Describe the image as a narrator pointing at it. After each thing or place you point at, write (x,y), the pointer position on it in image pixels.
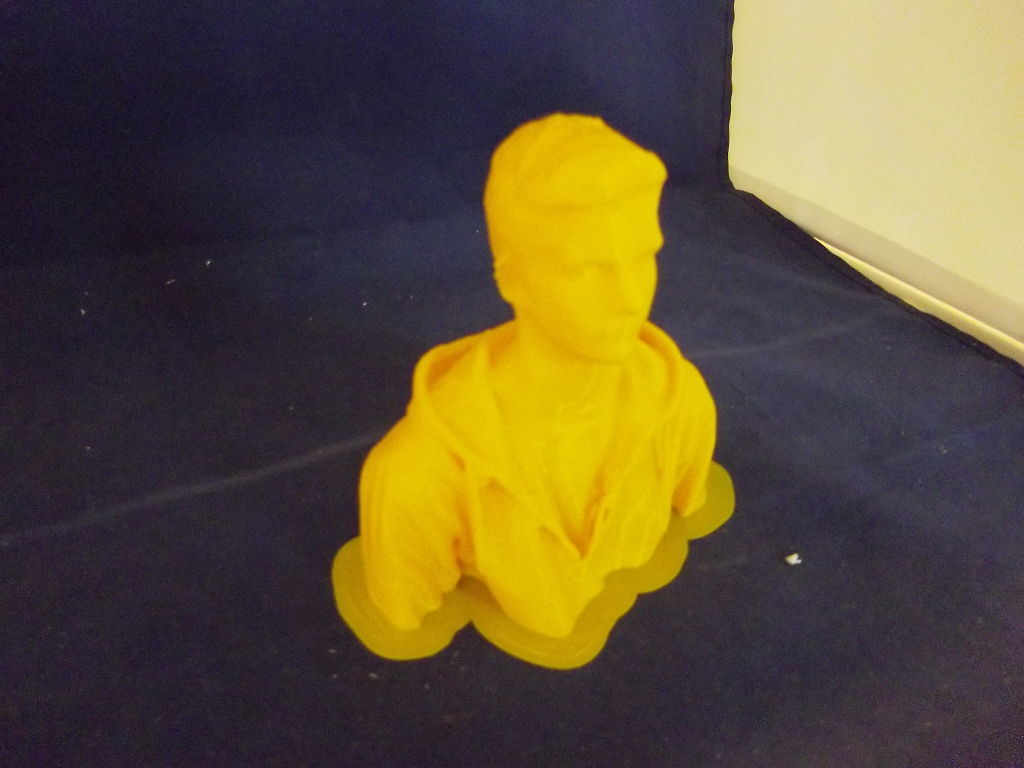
In the center of the image (556,493) we can see a statue (545,466) which is placed on the surface (666,599). On the right side (823,196) we can see a wall (865,146).
